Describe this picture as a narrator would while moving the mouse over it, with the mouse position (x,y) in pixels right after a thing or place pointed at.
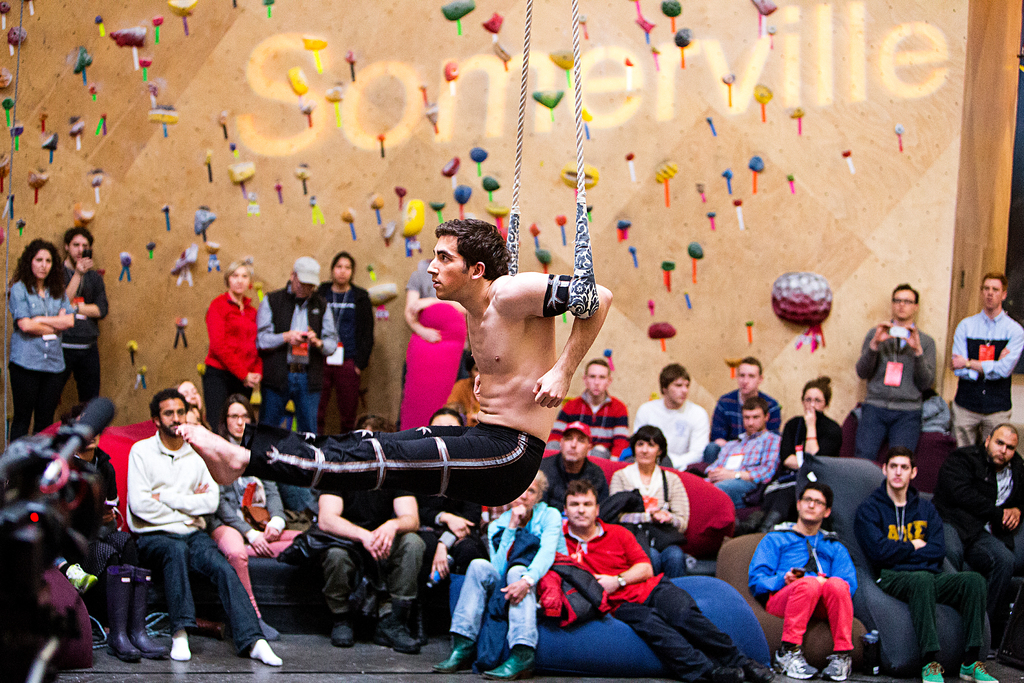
In the center of the image (481,306) we can see a man (475,295) hanging from the ropes (572,308) by his arms (565,359). On the left side (40,550) we can see a camera (48,537). On the backside (483,549) we can see a group of people (678,527) sitting. We can also see some people (411,413) standing. In that a person (864,437) is holding a device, a board (660,207) with some holds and text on it.
